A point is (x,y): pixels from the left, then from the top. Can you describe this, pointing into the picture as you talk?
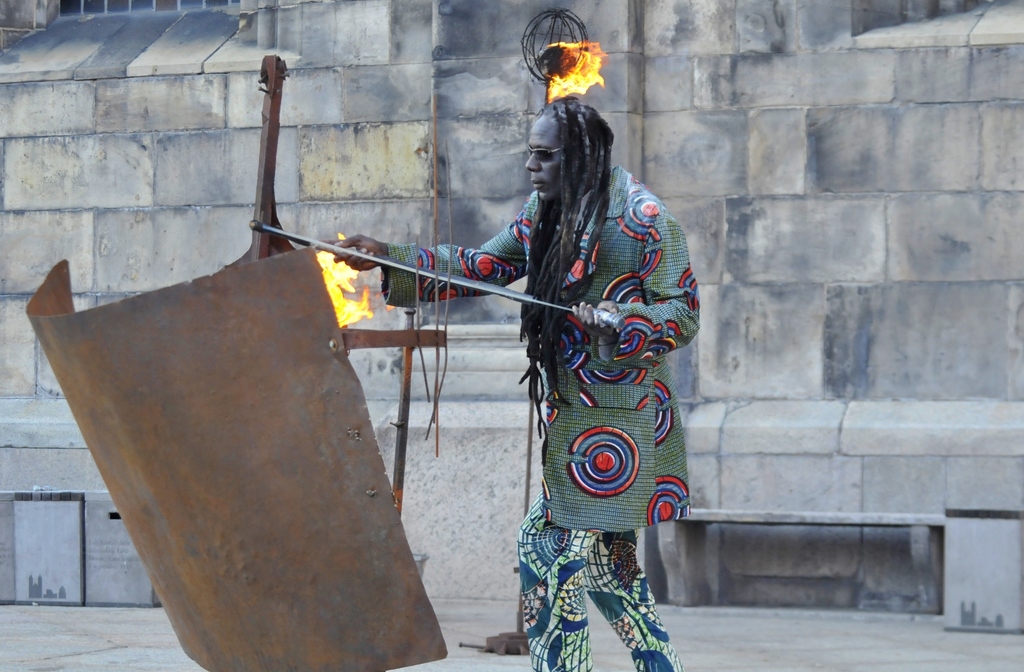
In this picture we can see a person (605,397) is standing and holding something, on the left side (305,427) there is a metal sheet (293,509), we can see fire (574,78) in the middle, in the background (723,97) there is a wall (791,161).
